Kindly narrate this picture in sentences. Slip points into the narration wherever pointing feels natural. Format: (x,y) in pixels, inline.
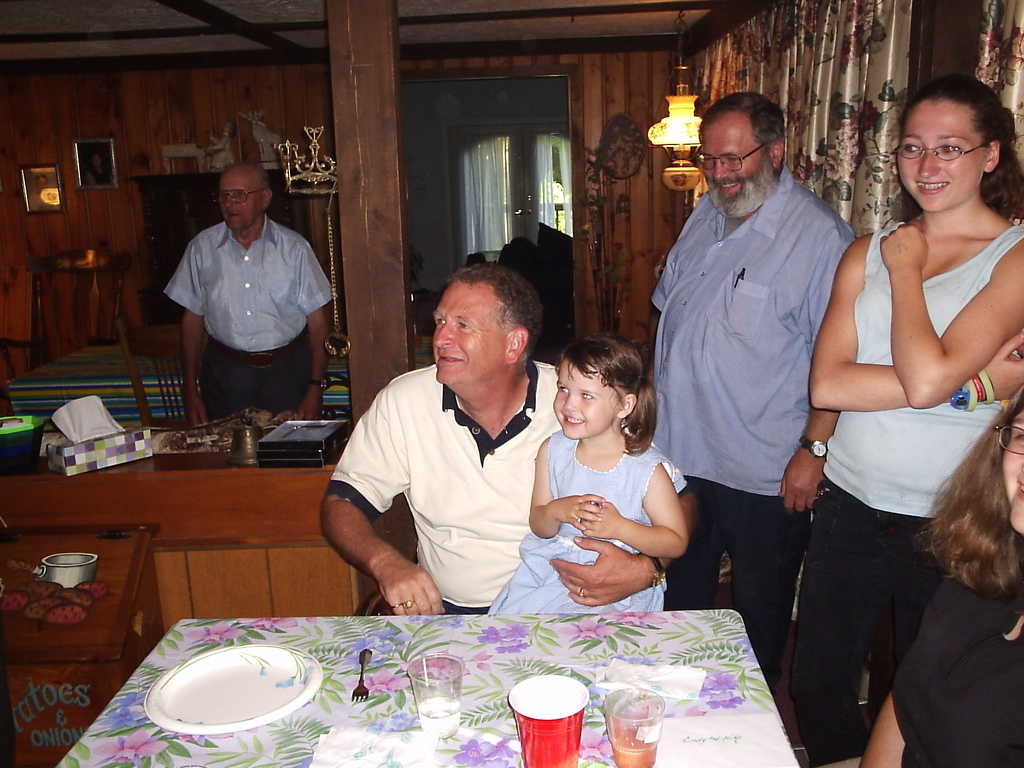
This picture is clicked inside the room (532,606). In the center (479,455) we can see a person (428,450) wearing white color t-shirt (479,499) and sitting and we can see a girl (590,464) wearing blue color frock (581,477), smiling and sitting on the lap (519,587) of a person (487,475). In the foreground (581,637) we can see a table (572,637) on the top of which a white color platter (300,678), fork (361,662), glass of water (424,692), glass of drink (618,719) and a red color glass (519,735) and some papers (361,744) are placed. On the right corner (977,514) we can a person (945,704) wearing black color t-shirt (916,723) and seems to be sitting and we can see a woman (962,219) wearing t-shirt (987,255), smiling and standing on the ground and we can see a man (763,186) wearing blue color shirt (761,247), smiling and standing. On the left (234,435) we can see there are some objects (233,453) placed on the top of the wooden tables (183,470). In the background (677,39) we can see a table (96,351), chairs (148,412), show pieces (172,156), picture frames (88,149) hanging on the wall (267,94) and we can see a person (221,234) standing on the floor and we can see a wooden pillar (355,80) and a chandelier (684,130) hanging on the roof (647,19) and we can see the curtains (735,47), window (525,147) and many other objects (556,266).
